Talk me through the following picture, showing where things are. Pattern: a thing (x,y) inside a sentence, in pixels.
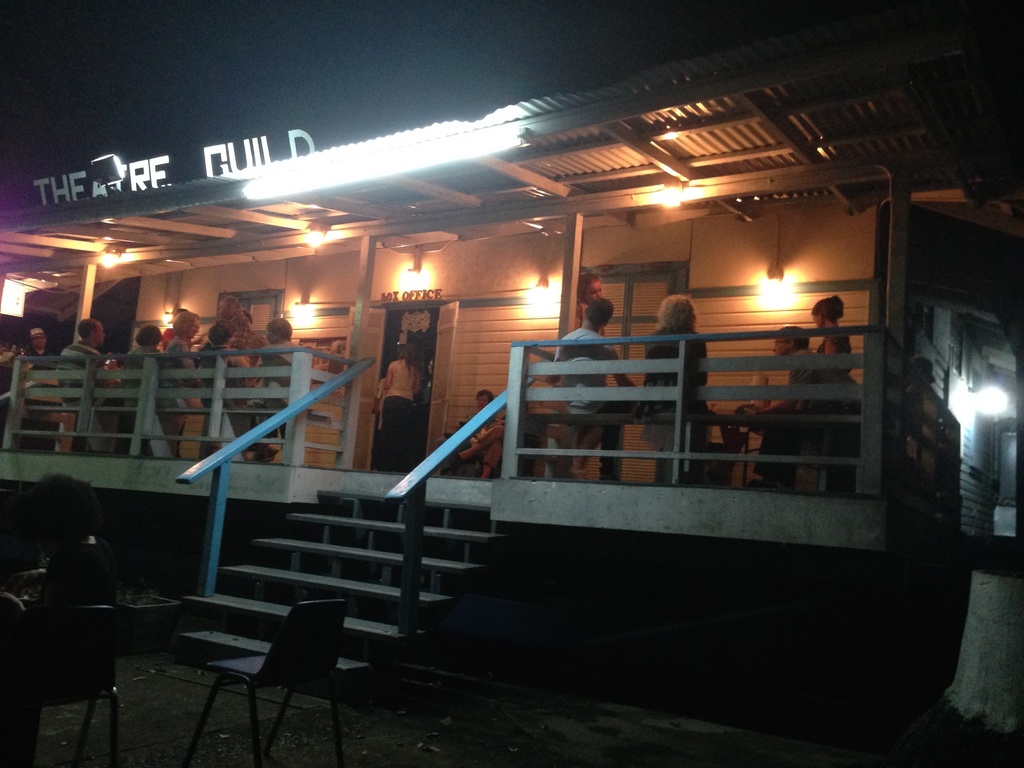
In this image, there are a few people (646,408). We can see some houses (809,210), lights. We can also see the shed (322,180) and some text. We can see some stairs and the railing (665,397). We can also see the ground (444,711) with some objects (477,628). We can also see some chairs (73,640).
